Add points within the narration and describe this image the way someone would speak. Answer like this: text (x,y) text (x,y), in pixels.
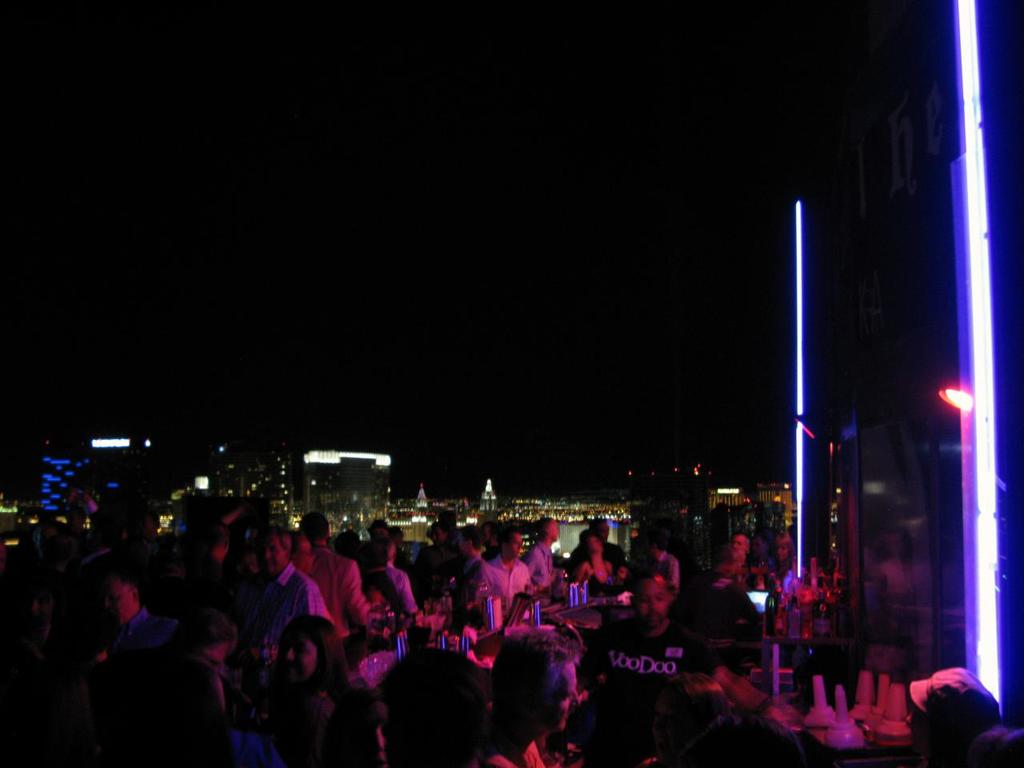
The image is taken in a open bar (558,603). In the image there are people (515,591), desk (574,615), bottles (887,692), light (986,403) and many other objects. In the background (376,497) there are buildings (79,475), skyscrapers (491,515) and lights (550,513). At the top (506,162) it is sky (746,74), sky (605,74) is dark.
